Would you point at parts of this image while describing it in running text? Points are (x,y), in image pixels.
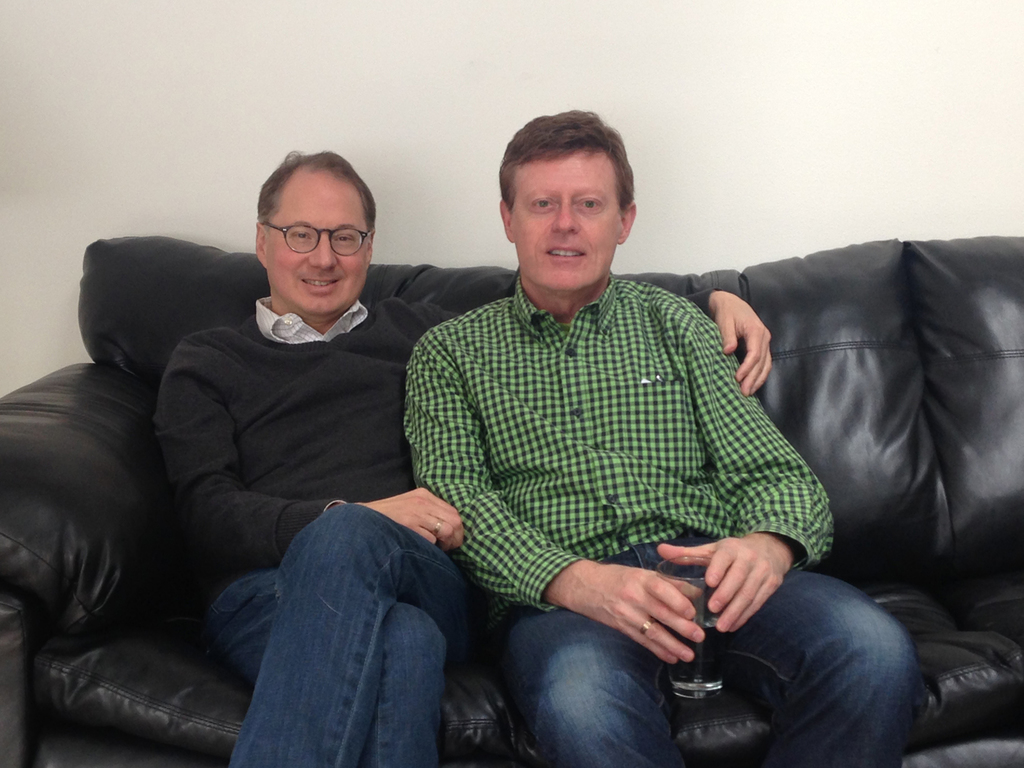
In this image two people (409,460) are sitting on the sofa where the person (567,420) wearing green color shirt (655,478) is holding the glass (705,606) and at the background (255,75) there is a wall (247,116).
